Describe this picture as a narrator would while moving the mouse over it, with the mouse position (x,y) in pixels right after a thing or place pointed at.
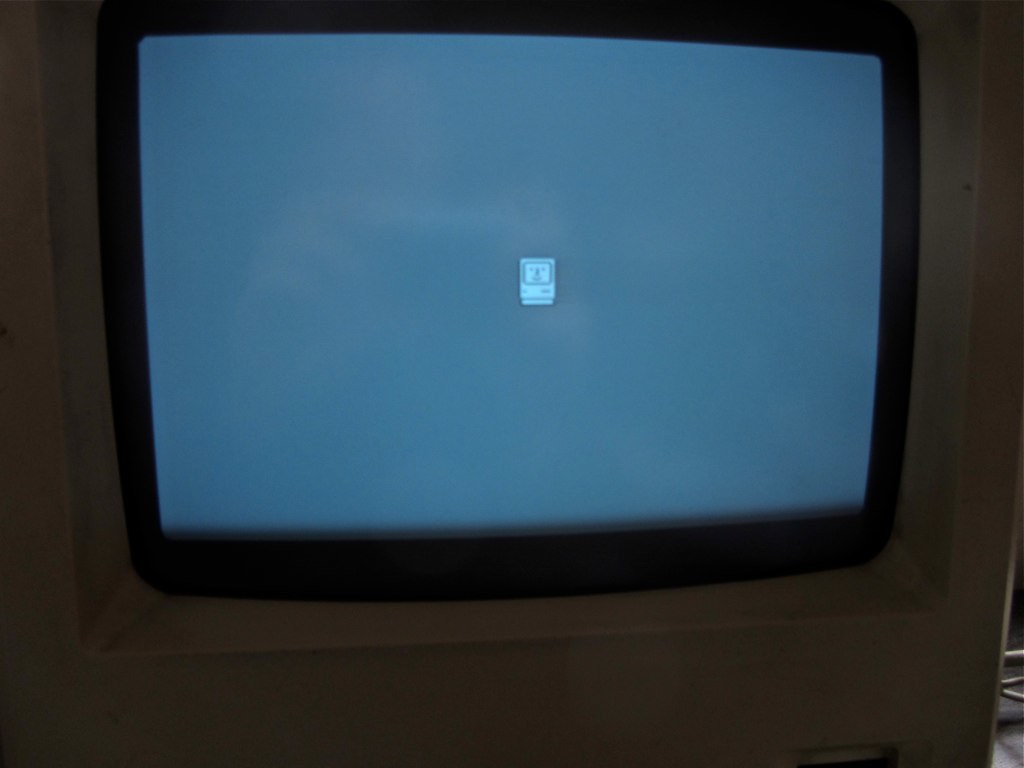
This image consists of a screen (719,430) which is part of an old computer (11,543).
